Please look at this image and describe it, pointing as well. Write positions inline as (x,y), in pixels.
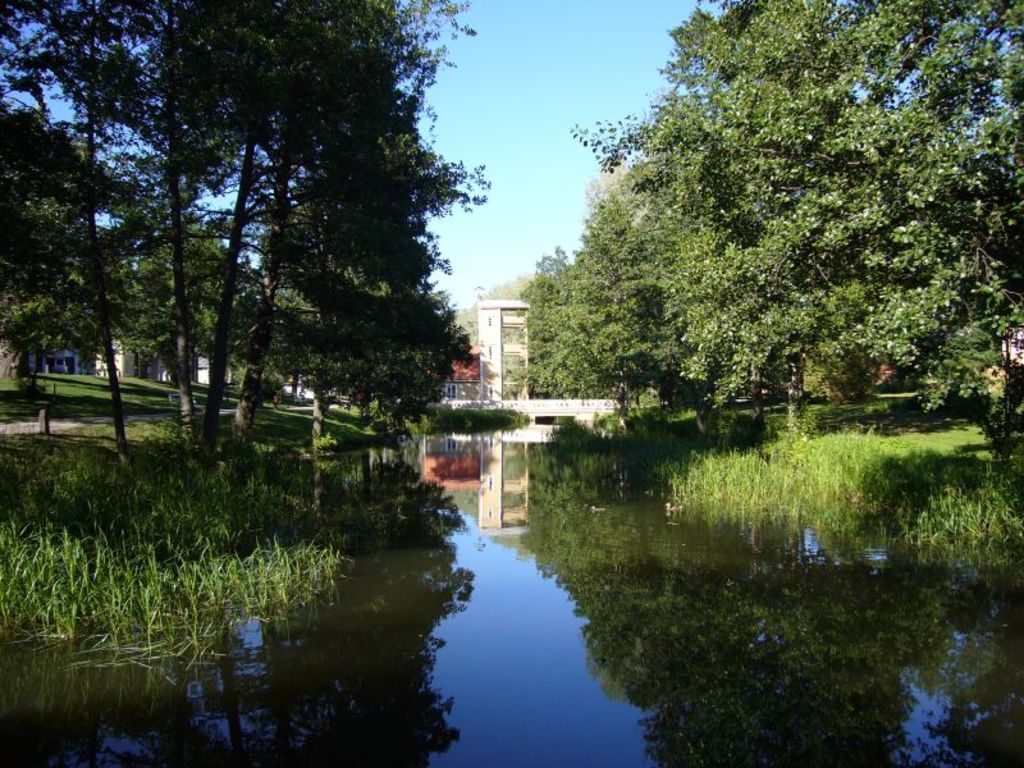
In this image we can see a lake (498,521), beside the lake (566,635) there are trees (181,389), behind the lake (388,469) there are buildings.
